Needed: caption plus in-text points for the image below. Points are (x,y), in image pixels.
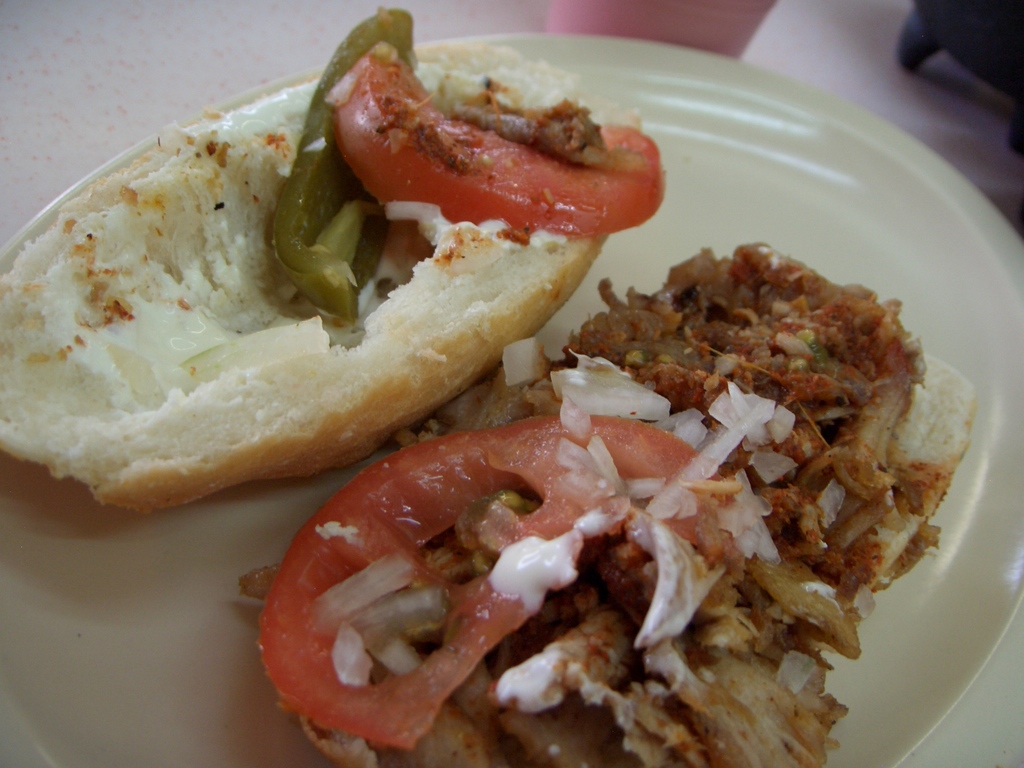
In this image we can see food item (639,542) in a white color plate (988,549).
